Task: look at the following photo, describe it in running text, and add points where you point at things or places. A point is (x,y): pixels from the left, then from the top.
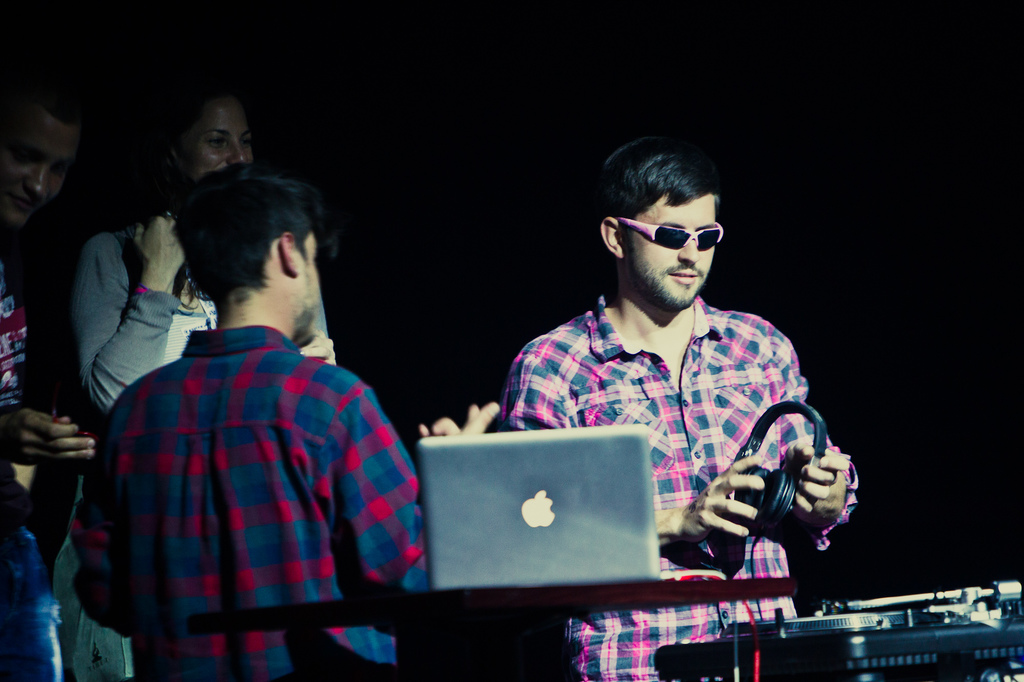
In this picture I can see a man (590,364) standing and holding a headset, there is a laptop (642,454) on the table (705,588), there is a DJ system (842,668), there are three persons (36,599) standing and there is dark background (489,119).
